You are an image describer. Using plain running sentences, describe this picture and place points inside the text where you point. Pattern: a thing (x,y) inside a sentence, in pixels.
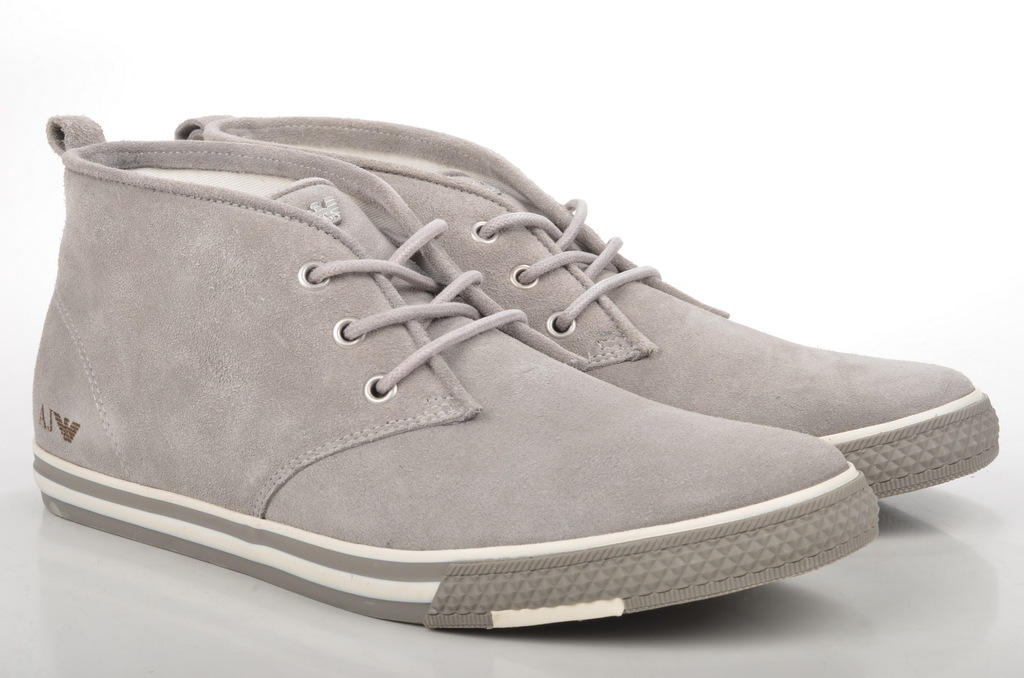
In this image we can see a pair of shoes (318,447) and the background (796,127) is white.
